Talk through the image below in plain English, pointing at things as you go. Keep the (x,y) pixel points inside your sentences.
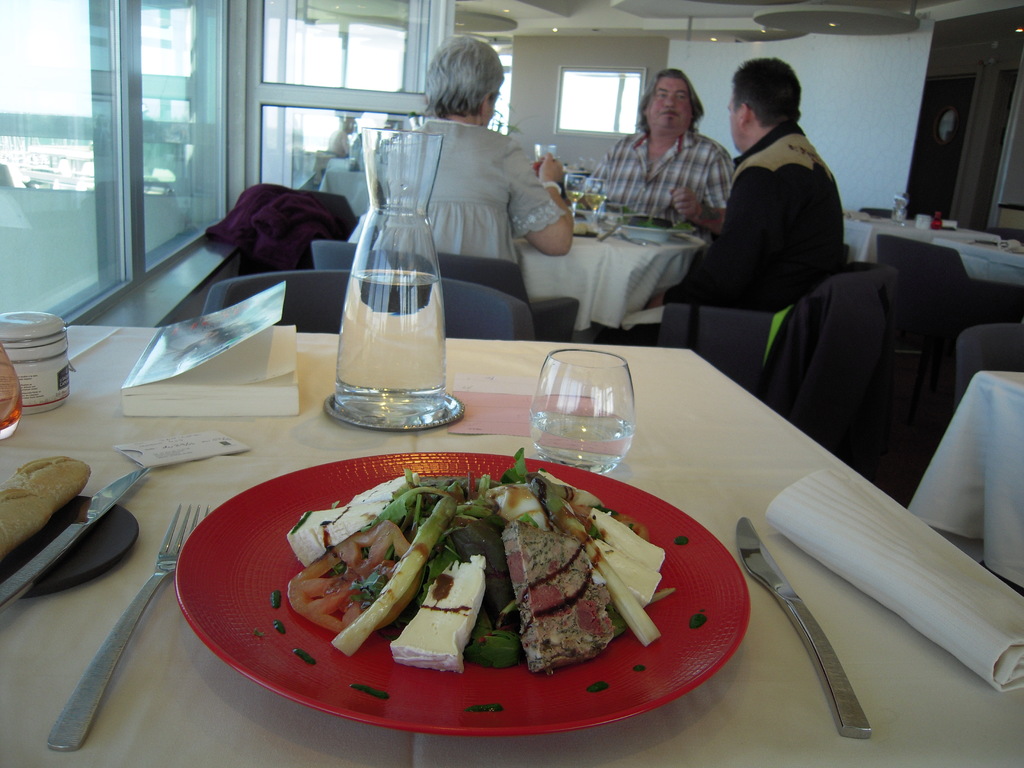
In this picture there are three people (473,189) sitting on the chair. There is a glass (556,389), book (289,405), box (59,372), knife (90,500), fork (159,584), food (534,526) in the plate (380,640), white cloth (913,596) on the table (699,453). There are some lights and a maroon cloth (279,214).
